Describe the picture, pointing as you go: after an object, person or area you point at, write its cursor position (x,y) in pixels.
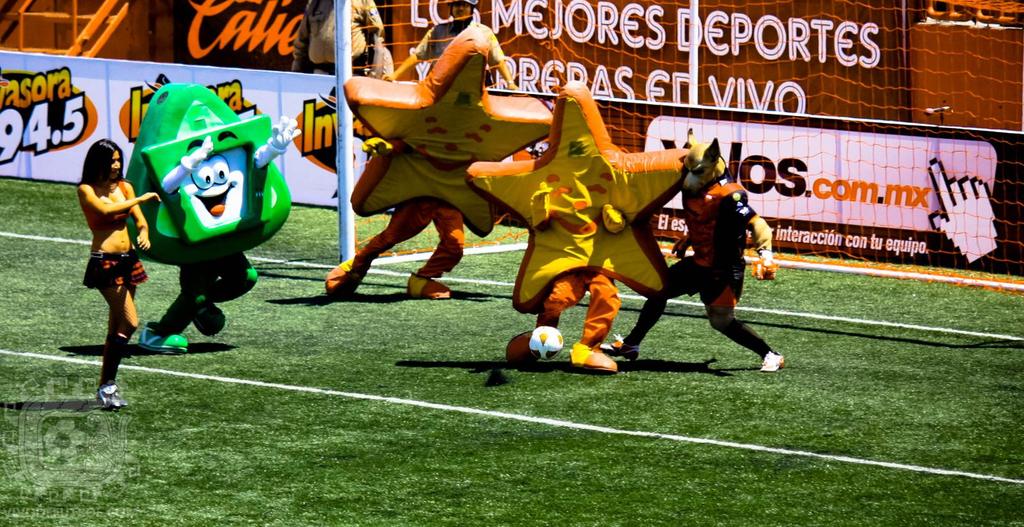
In this image we can see people (633,341), costumes (605,267), ground (487,365), pole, mesh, hoardings (15,109), and an object (111,26).
